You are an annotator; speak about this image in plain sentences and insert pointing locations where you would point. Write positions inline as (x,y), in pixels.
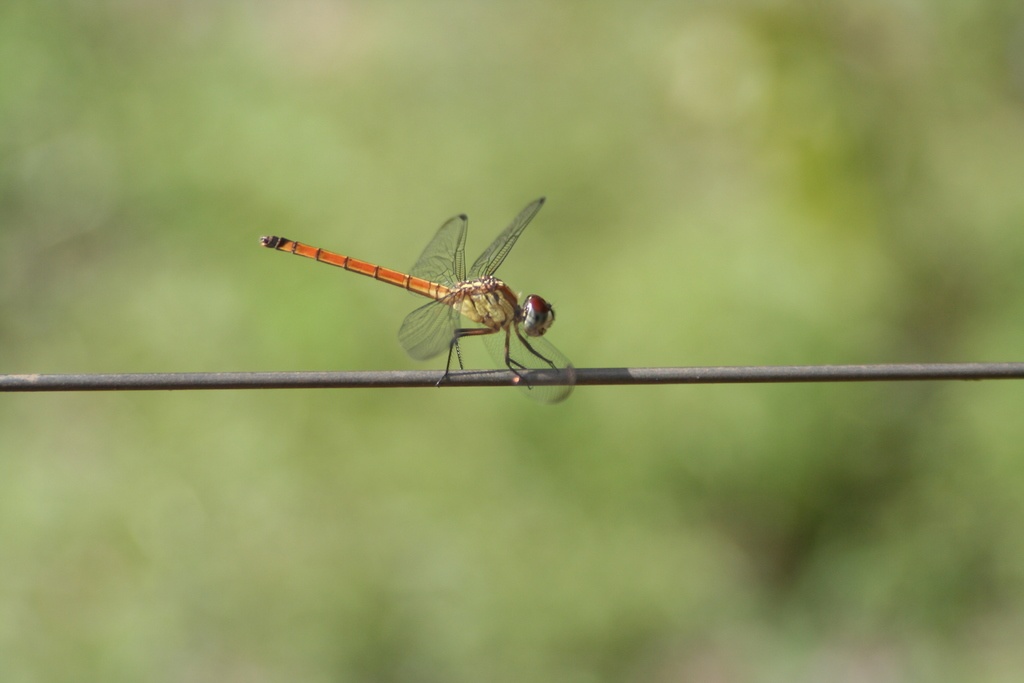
In this image we can see an insect (423,314) on a wire (799,379) and a blurry background (580,74).
